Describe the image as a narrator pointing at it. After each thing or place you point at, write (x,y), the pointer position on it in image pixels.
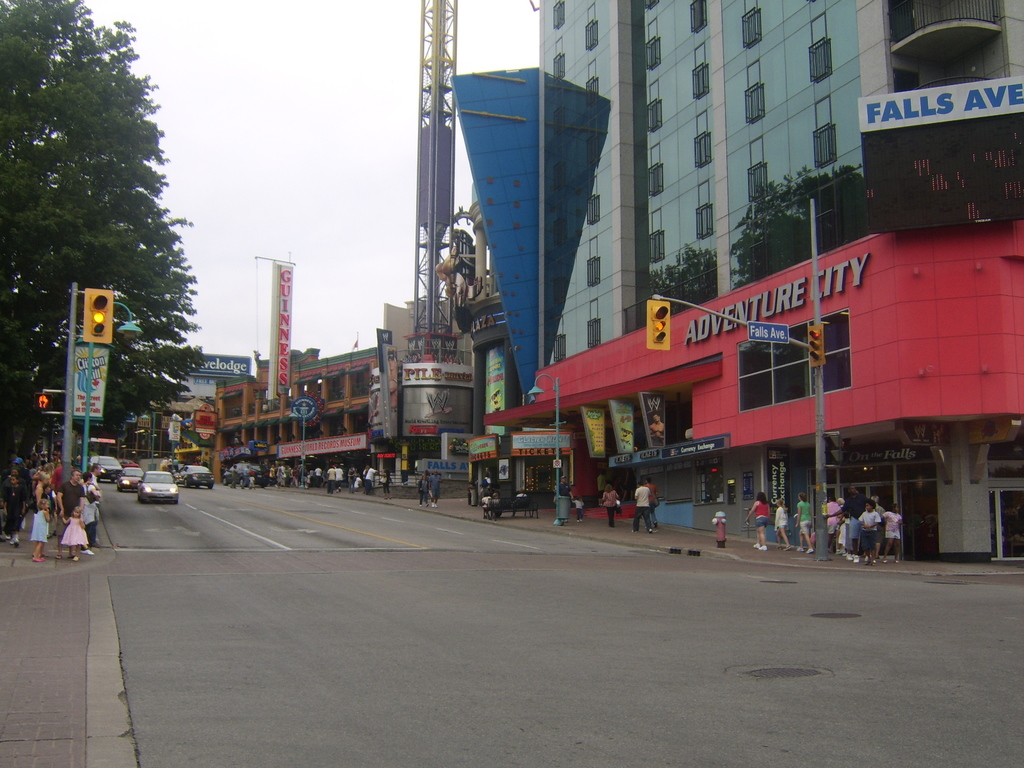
In the background (385,95) we can see the sky (318,85). In this picture we can see buildings (595,110), boards (460,393), poles (88,426), traffic signals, people (435,497), banner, vehicles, road (545,636) and few objects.
